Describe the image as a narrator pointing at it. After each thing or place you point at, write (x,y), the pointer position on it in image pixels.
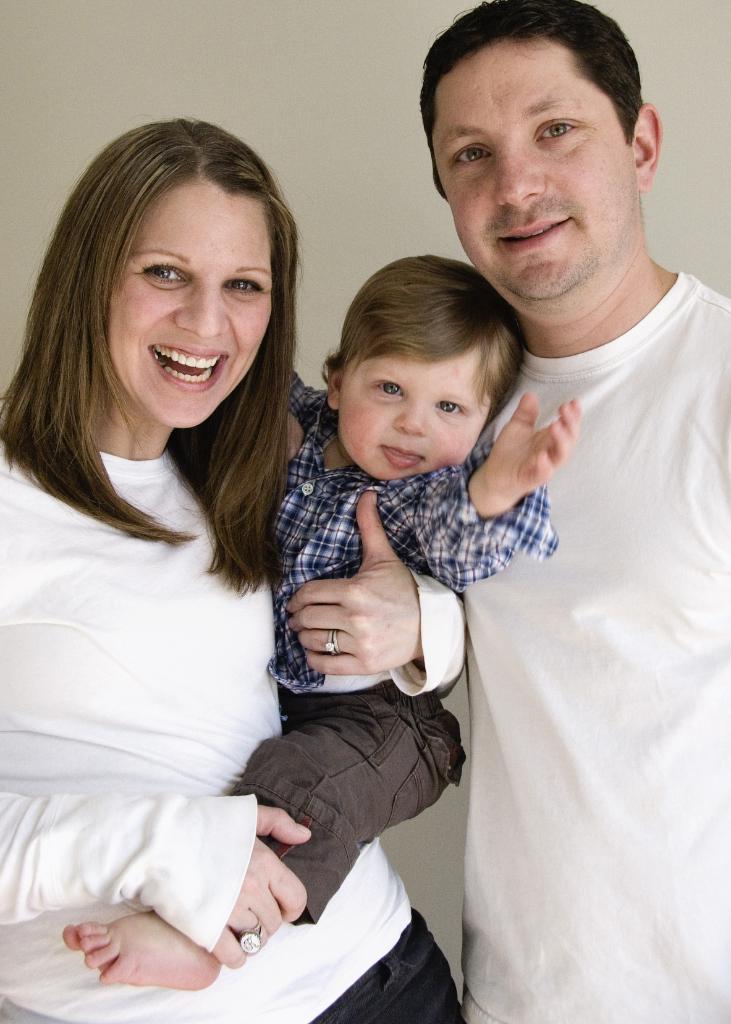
In this image there is a couple (431,599) standing with a child (316,478) and smiling, behind them there is a wall (387,197).
